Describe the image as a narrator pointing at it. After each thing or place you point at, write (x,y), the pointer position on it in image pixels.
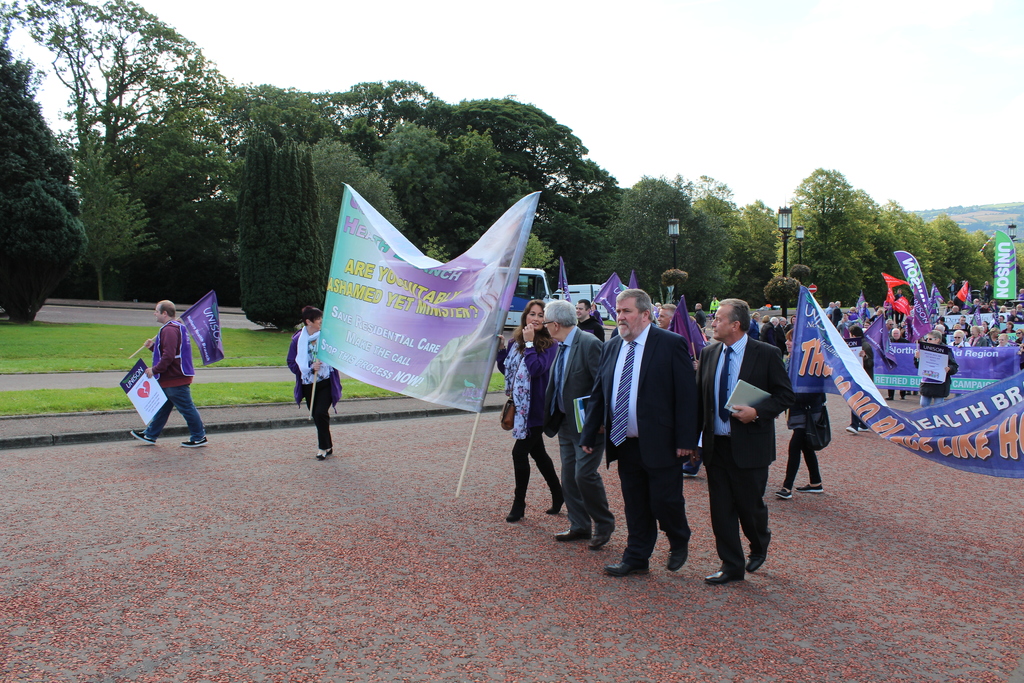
As we can see in the image there are few people (716,387) here and there, flags (218,331), banners (486,317), trees (729,235), street lamps (677,240) and sky (702,51).
